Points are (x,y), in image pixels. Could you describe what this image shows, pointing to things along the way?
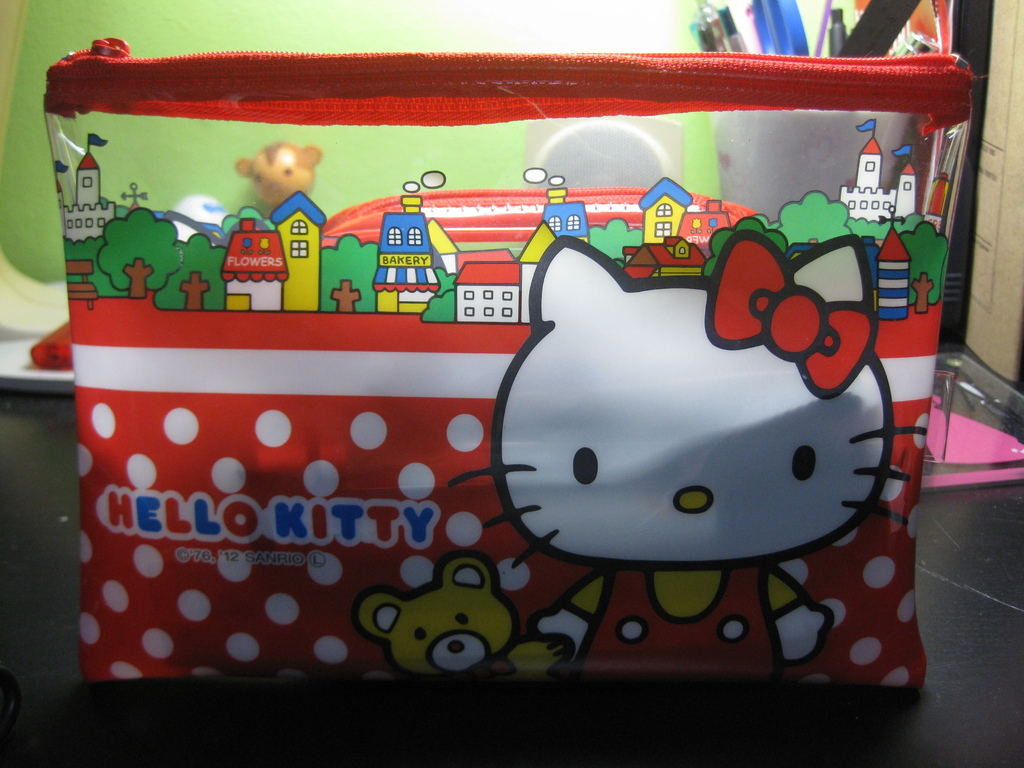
In this image I can see a red colour pouch (356,258) in the front (636,467) and on it I can see few cartoon images (724,234). I can also see something is written on the pouch (905,85). In the background (724,124) I can see a white colour thing (890,50) and in it I can see number of pens (729,38). I can also see few toys like things (183,206) in the background (271,148). On the right side of the image (998,430) I can see a black and pink colour thing (993,436).
